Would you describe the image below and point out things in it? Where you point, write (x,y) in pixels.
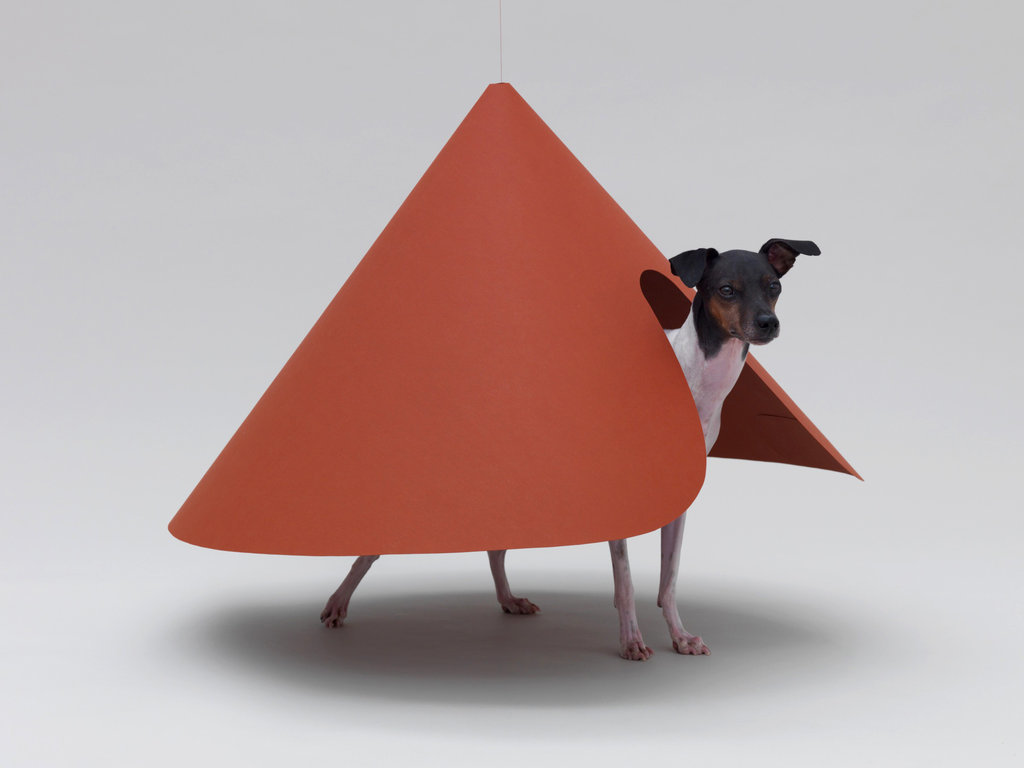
In this image we can see a dog (766,302) and an object (495,423). In the background of the image (1011,252) there is a white background (988,185).
